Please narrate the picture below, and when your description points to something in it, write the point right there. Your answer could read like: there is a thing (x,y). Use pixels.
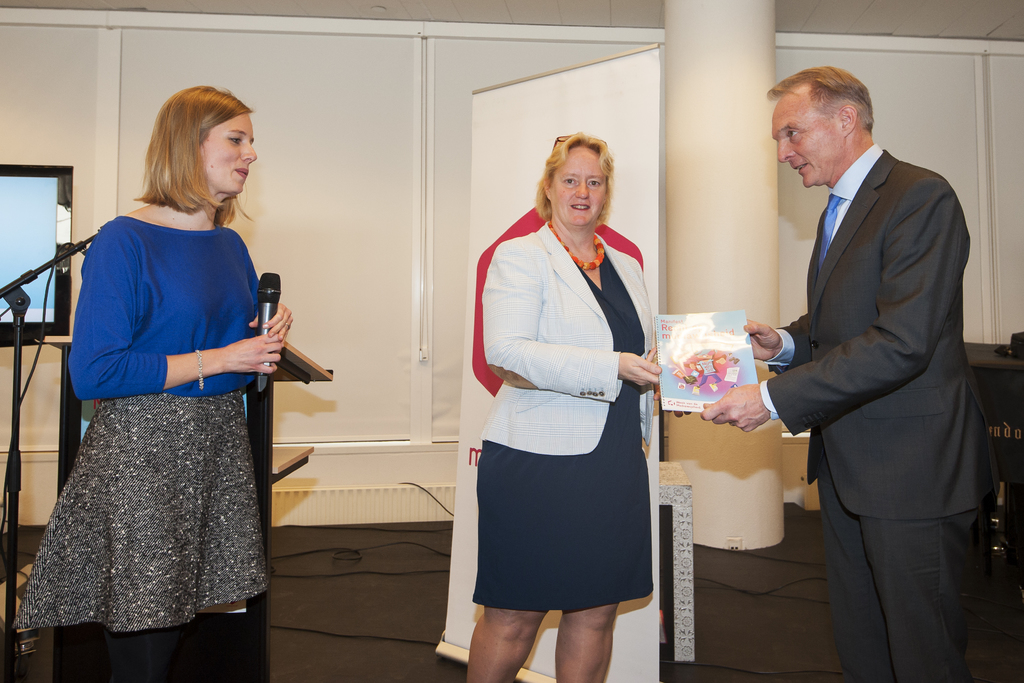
In the front of the image (541,511) I can see people (612,279). Among them one person (198,281) is holding a mic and the other two people (824,383) are holding a book (706,329). In the background of the image (697,219) there is a wall (379,84), screen (28,206), pillar (719,247), hoarding (506,196), mic stand (10,292), podium (287,350) and objects (986,395).
